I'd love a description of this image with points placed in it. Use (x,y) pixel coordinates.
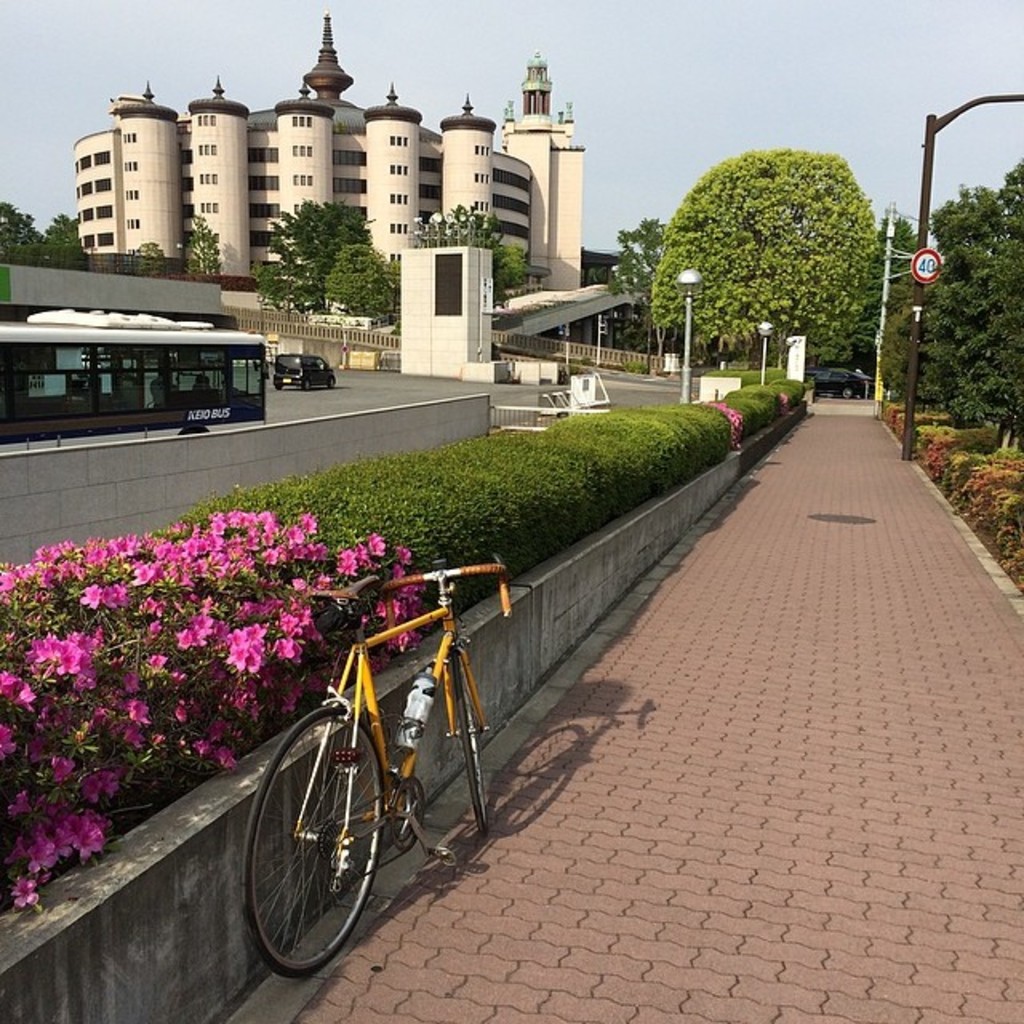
In this image we can see cycle (308,836), flowers (207,605), plants (497,510), trees (759,220), street lights (689,275), pole (928,153), sign board (928,263), vehicles (232,382), road (372,395), buildings (394,204) and sky (641,97).
